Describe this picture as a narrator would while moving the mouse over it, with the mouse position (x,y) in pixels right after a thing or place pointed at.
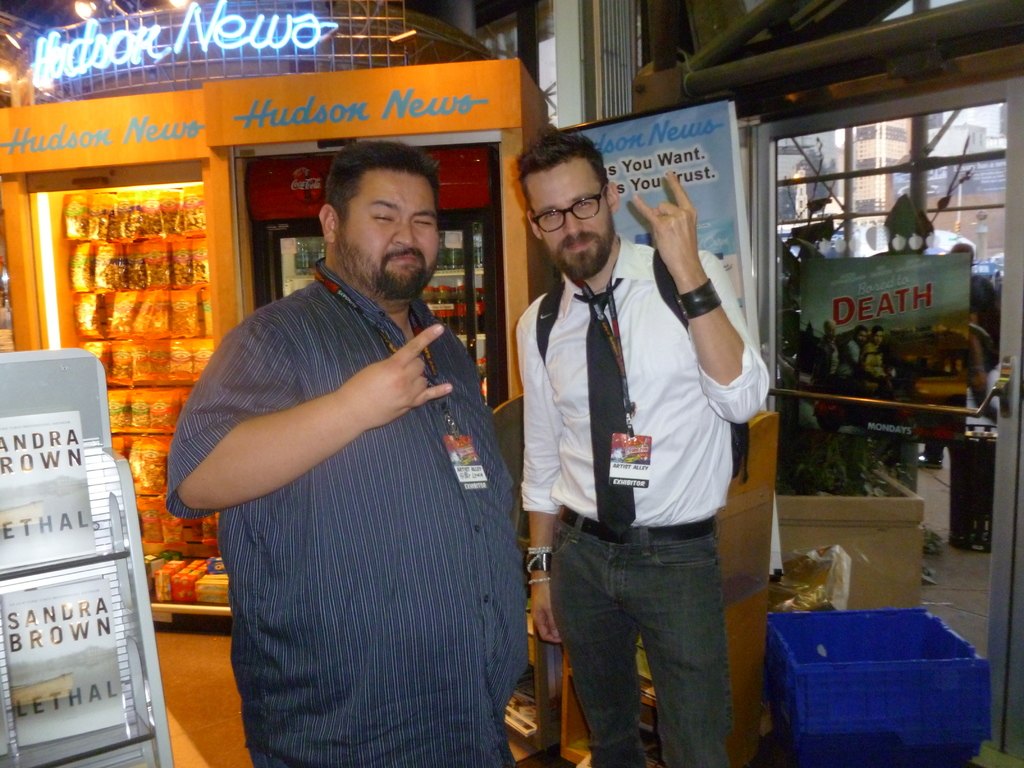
In this image I can see two men (456,400) are standing among them this man (590,348) is wearing spectacles (584,200) and a tie (631,510). In the background (259,267) I can see packets (117,296), tray (847,667) and other objects (893,209).
